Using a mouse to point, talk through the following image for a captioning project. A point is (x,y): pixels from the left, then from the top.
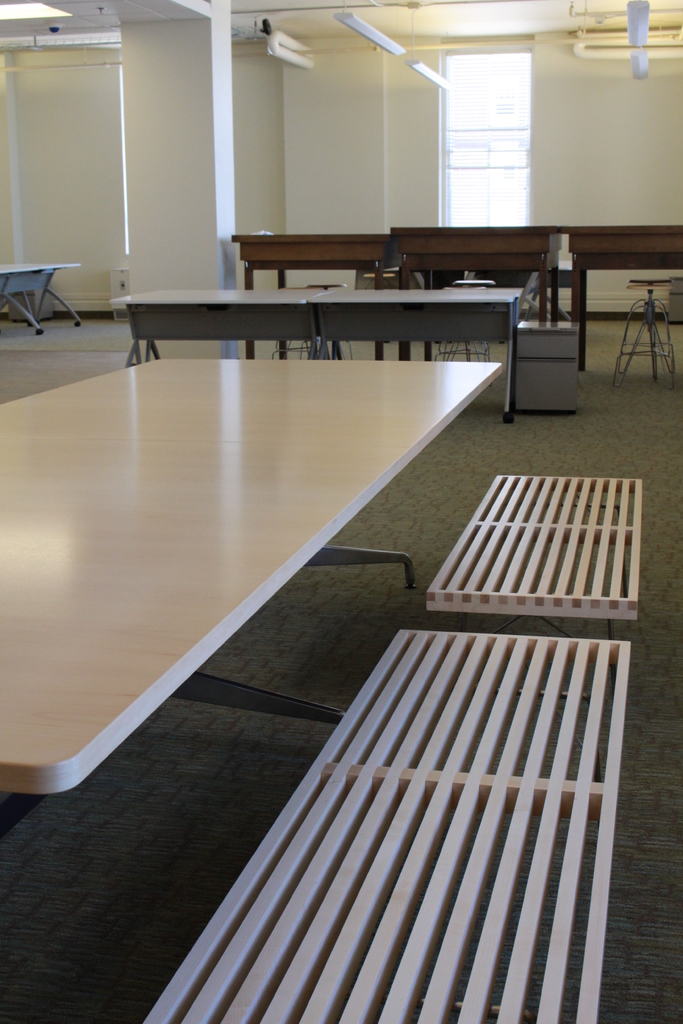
In this image we can see some tables (228,360), benches (500,885), lights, rooftop (467,3), also we can see the wall (138,28), and a window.
